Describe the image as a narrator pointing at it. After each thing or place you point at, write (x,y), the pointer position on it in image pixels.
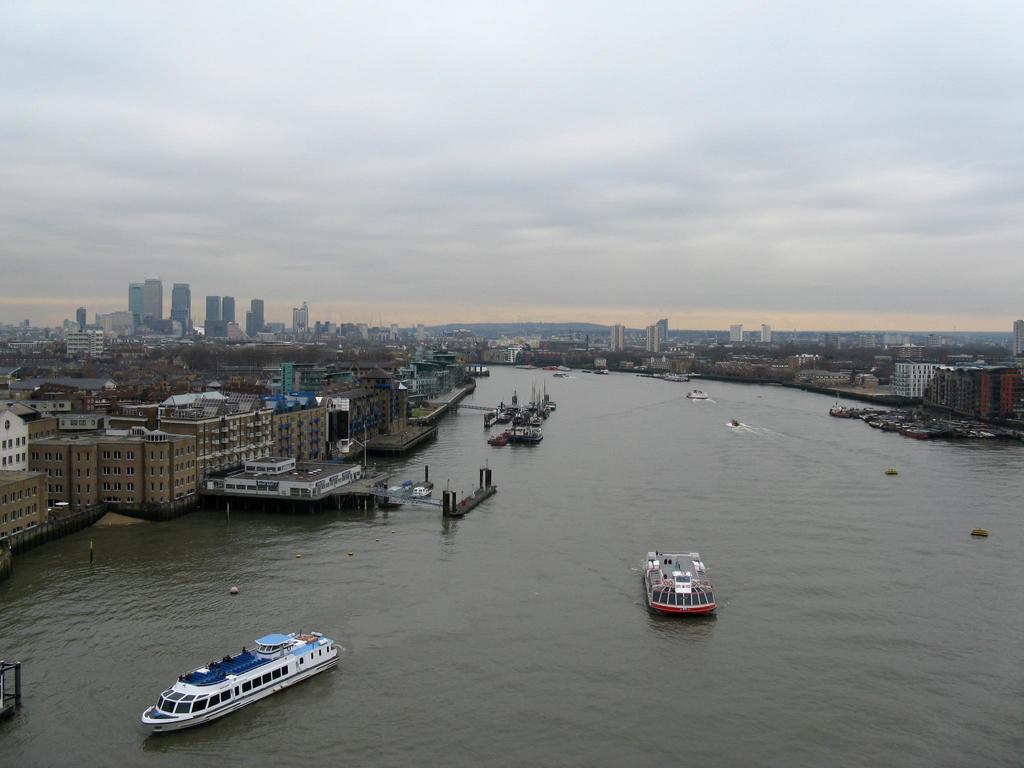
In this picture we can see boats (168,722) on water (698,427), buildings (23,462), trees (848,368) and in the background (104,194) we can see the sky (637,130) with clouds (523,135).
